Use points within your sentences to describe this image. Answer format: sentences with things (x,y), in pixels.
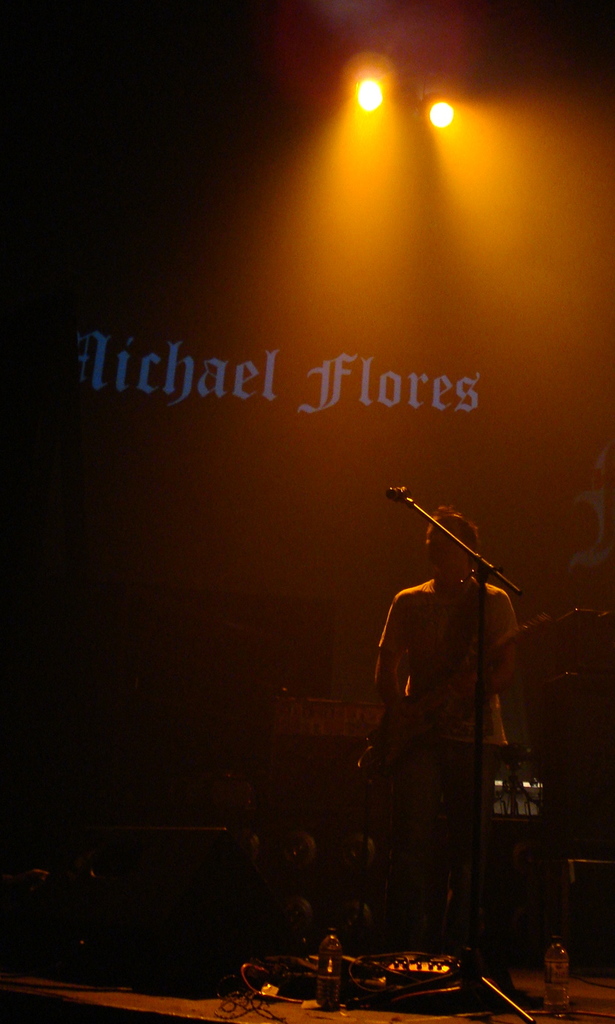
In this image we can see a person (472,759) standing and playing a guitar (381,753), in front of him, we can see a mic (475,940), there are bottles (326,991), cables (250,986) and some other objects (351,881) on the stage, in the background (281,207), we can see the lights (357,99) and the wall (160,245), also we can see the text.
